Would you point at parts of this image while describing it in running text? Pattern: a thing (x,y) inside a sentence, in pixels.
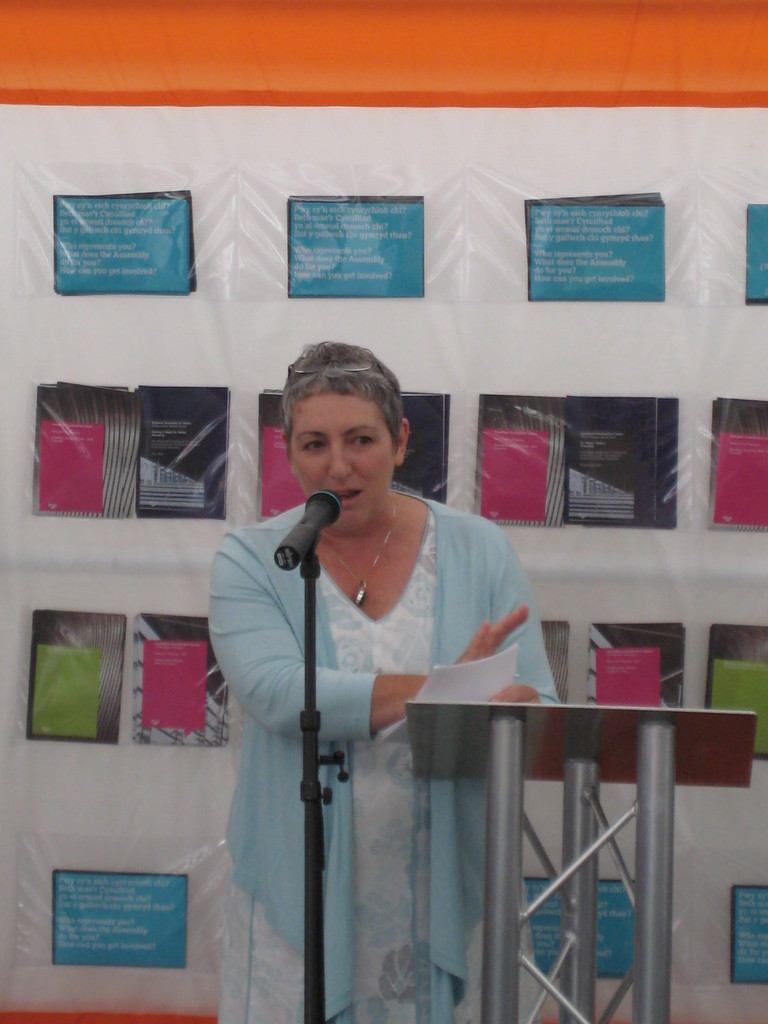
In this image we can see a person (374,732) standing and holding papers (464,694). In front of her we can see a microphone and stand (649,823). There is a banner (402,197) with text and images (551,507) in the background (340,249).
